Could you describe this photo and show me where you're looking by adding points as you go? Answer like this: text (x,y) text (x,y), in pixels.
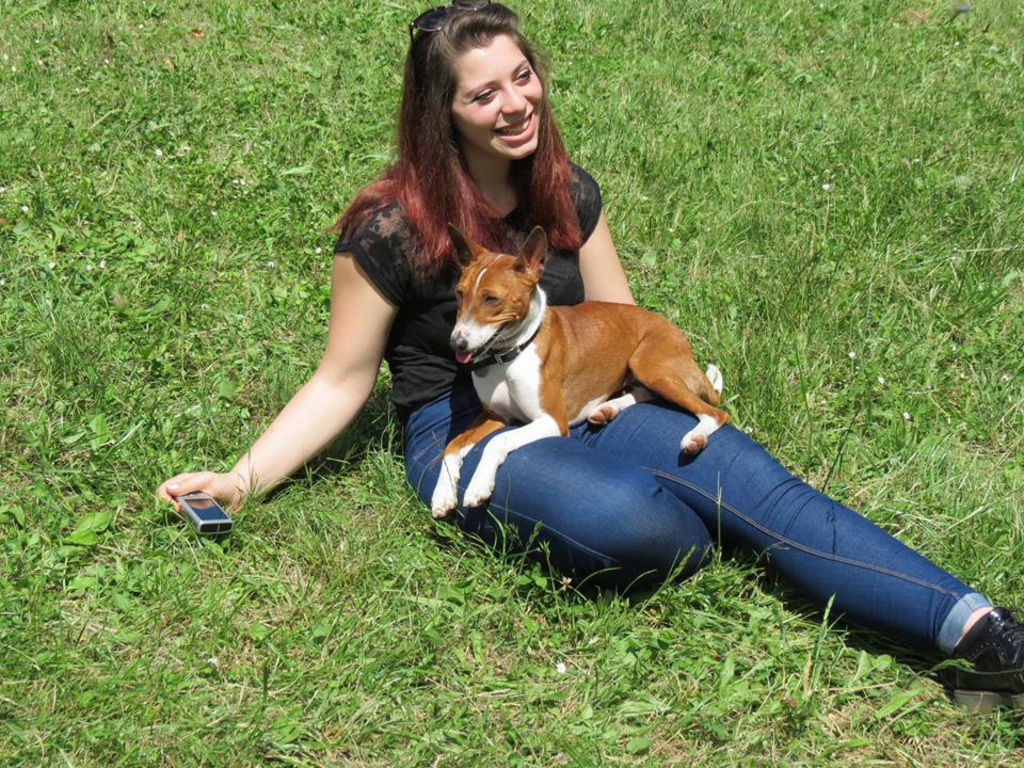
In this image we can see a woman (431,41) sitting on the grass (422,536) by holding a dog (481,471) on her laps (411,444) and a electrical device (211,504) in one of her hands (210,490).
